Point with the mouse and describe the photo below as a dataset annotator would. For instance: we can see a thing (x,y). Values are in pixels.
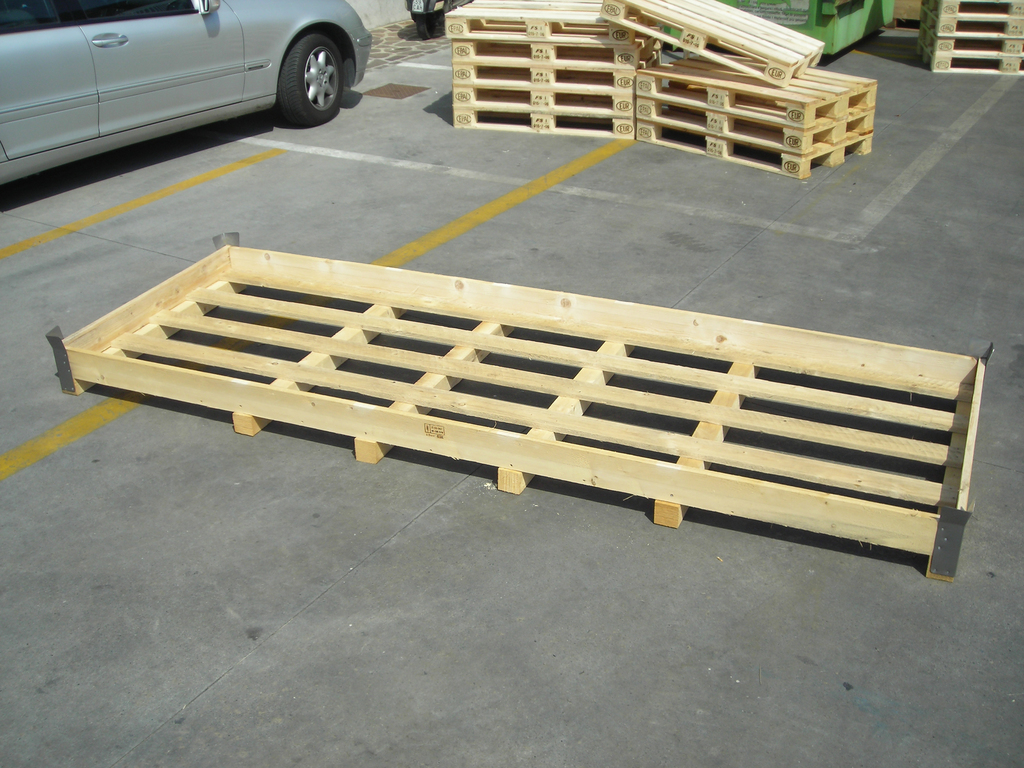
This is an outside view. Here I can see few wooden objects (622,371) which are placed on the road (625,230). In the top left (150,96), I can see a car (251,45) and a bike (422,9) on the road (140,191).
